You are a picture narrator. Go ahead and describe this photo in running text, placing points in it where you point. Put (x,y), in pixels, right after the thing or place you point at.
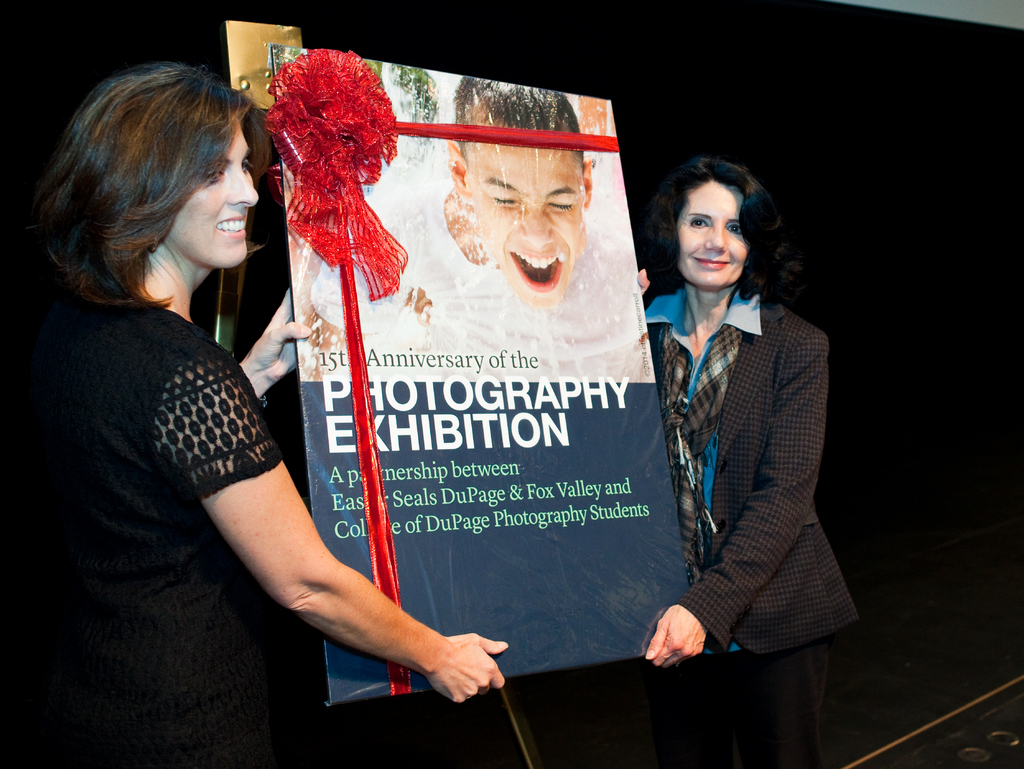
In this image in the center (677,484) there are two woman (720,360) who are standing and they are holding some board (569,347), on that board (393,396) there is some text (409,498) and a ribbon (360,252).
